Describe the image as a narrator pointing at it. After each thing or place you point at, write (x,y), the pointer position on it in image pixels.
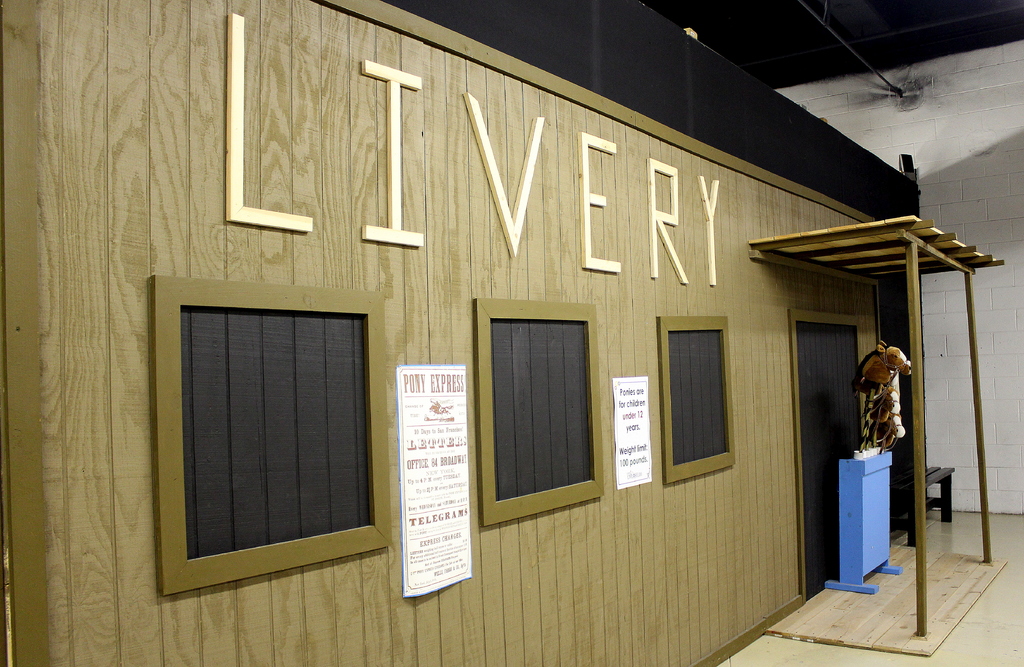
In this image we can see an object (878,407) on a stand (858,526), bench (906,501), wooden poles (924,542), text (396,201) written on the wall (222,652), windows (379,419), door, papers (420,560) attached on the wall (488,587) and on the right side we can see wall (989,138) and rod (851,48) at the top (851,48).
